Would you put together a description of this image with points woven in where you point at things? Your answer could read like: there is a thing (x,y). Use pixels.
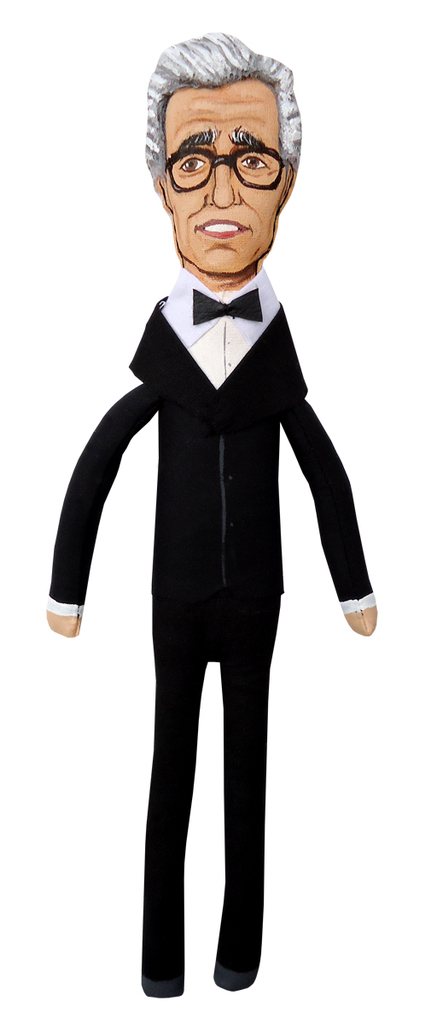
This is a doll of a person (230,288) wearing specs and a black suit (182,555). In the background (143,618) it is white.
